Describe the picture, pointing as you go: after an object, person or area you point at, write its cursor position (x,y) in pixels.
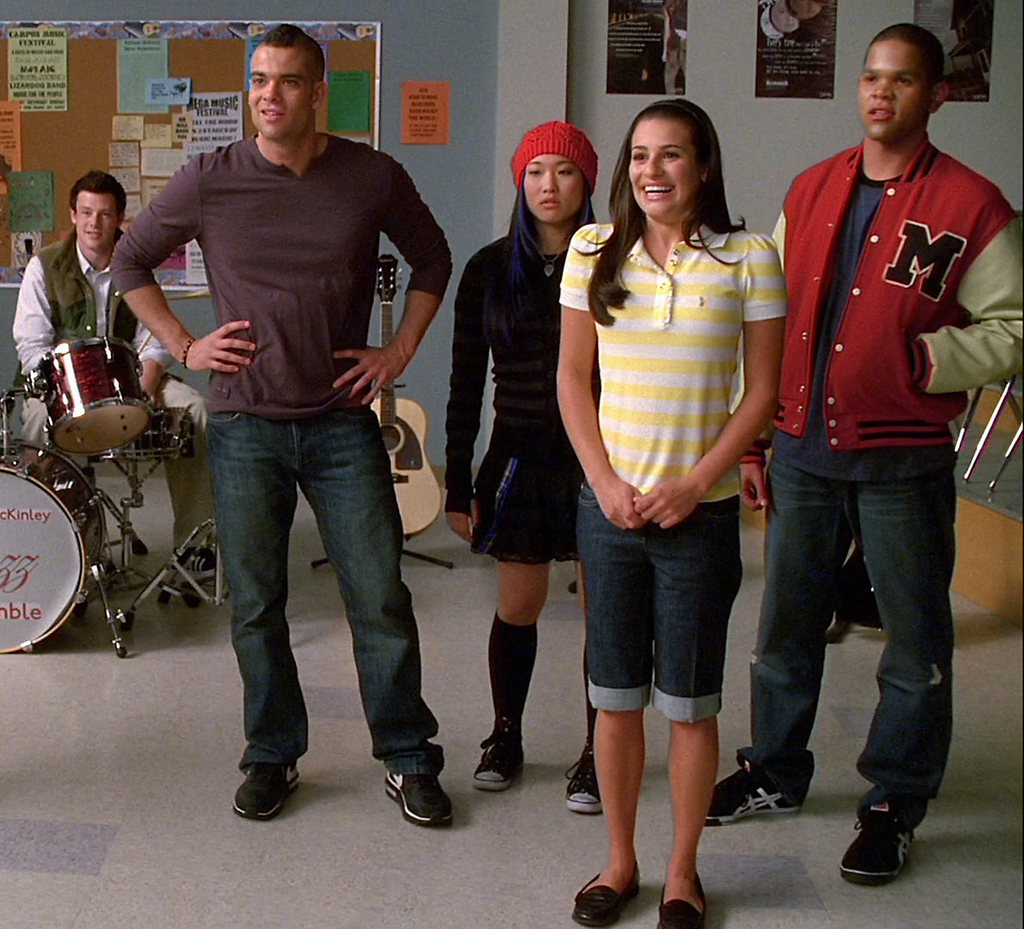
Here in this picture in the front (596,295) we can see a group of people (501,299) standing on the floor (460,631) over there and behind them we can see a person (117,320) sitting on a stool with drums (65,460) in front of him and beside him we can see a guitar (382,318) present and we can also see a board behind him, on which we can see some pamphlets (134,105) present and on the wall (726,41) we can see some posters (638,55) also present over there.
